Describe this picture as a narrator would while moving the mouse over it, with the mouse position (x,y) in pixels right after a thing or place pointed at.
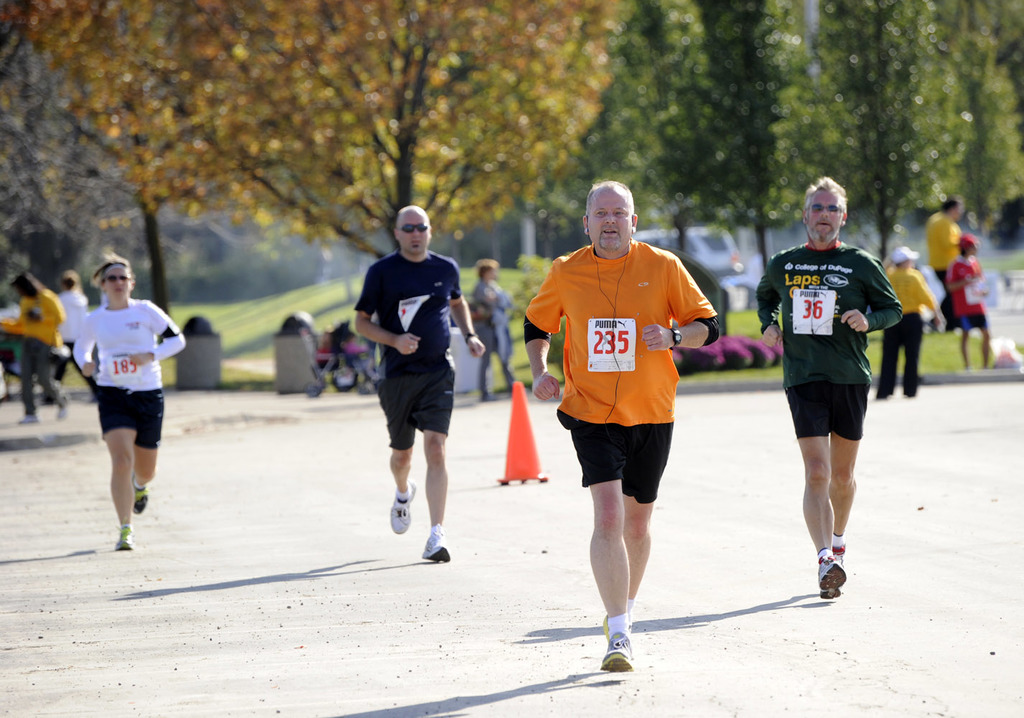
In this image, we can see persons (683,326) wearing clothes (607,276) and running on the road (462,555). There is a divider cone (533,451) in the middle of the image (527,466). In the background of the image (487,385), we can see some persons (953,279) and trees (429,113).
